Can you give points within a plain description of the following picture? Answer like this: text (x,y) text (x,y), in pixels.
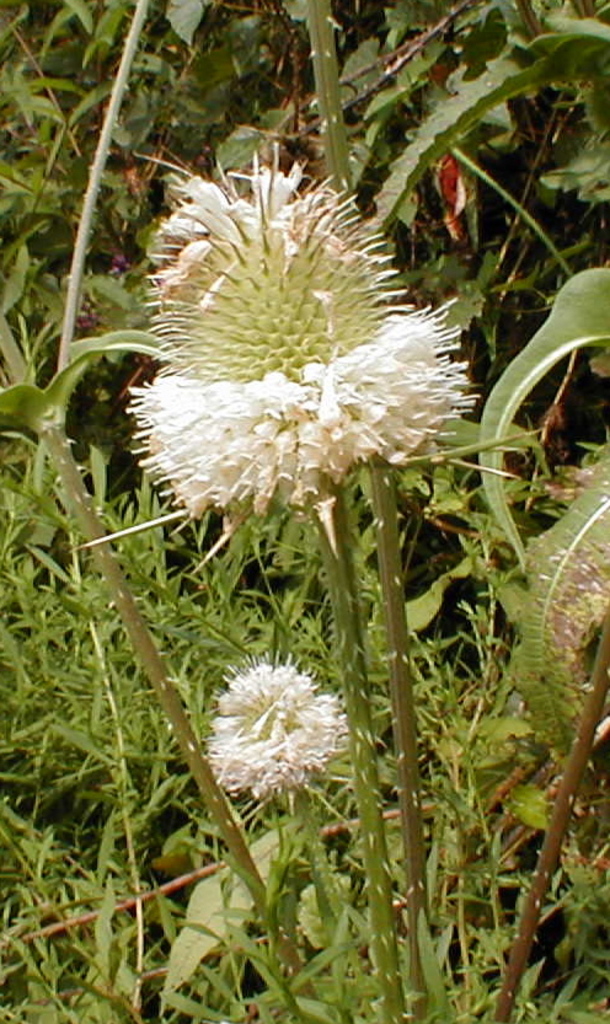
In this picture there is a flower plant (235,278) in the center of the image (242,353) and there are other plants (560,303) in the background area of the image (57,854).
